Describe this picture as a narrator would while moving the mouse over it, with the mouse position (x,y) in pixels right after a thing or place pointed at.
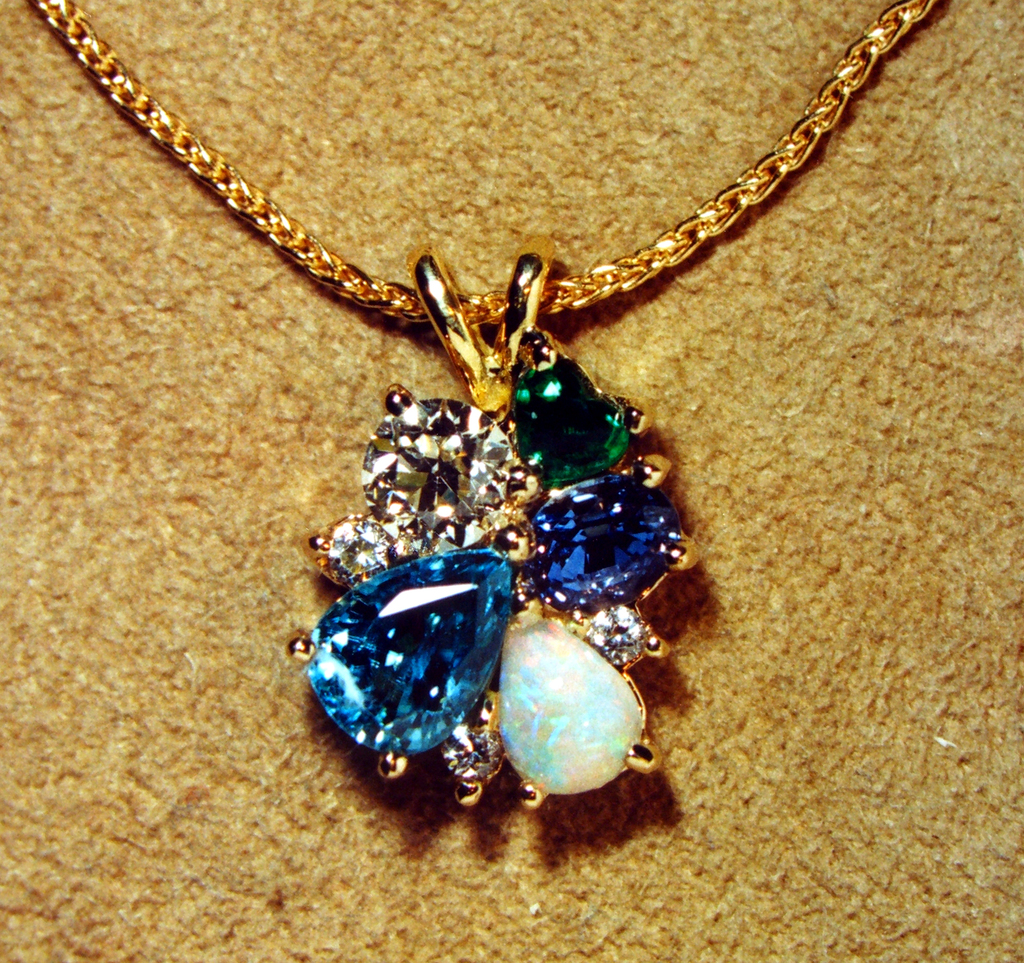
In the center of the image (471,546) we can see chain (660,250) and pendant (428,582) are present on the surface (753,732).
